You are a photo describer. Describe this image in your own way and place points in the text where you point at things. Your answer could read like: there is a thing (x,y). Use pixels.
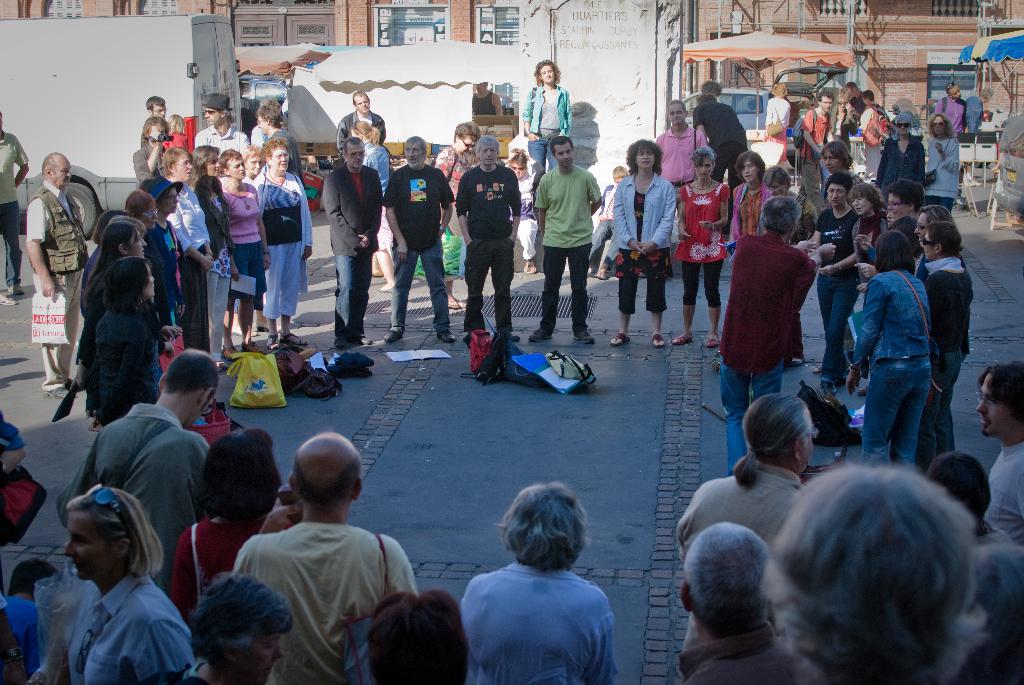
Here we can see crowd (233,326). On this ground (537,423) there are bags (288,385) and things (555,380). Background (579,43) we can see memorial wall (585,57), building (761,7), tents (380,97) and vehicles (195,100). These are windows (944,83).
